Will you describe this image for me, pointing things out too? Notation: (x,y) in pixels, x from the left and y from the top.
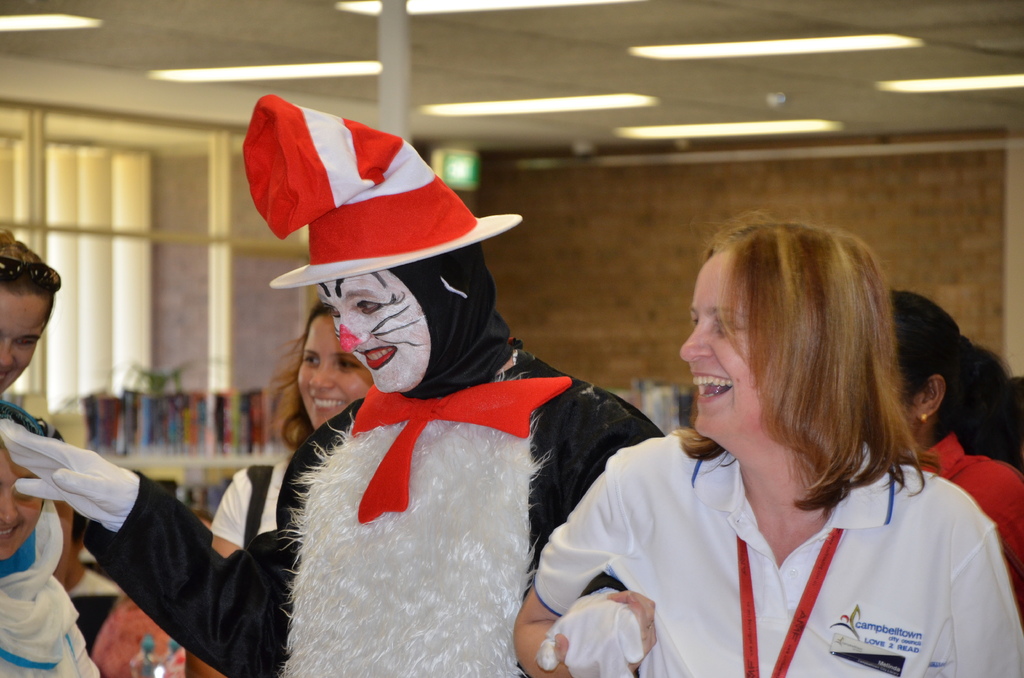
In this image we can see a group of people (439,478) standing. In that a man (490,434) is wearing a hat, gloves (118,489) and a costume (350,546). On the backside (159,287) we can see a wall (594,361), a pole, some books (201,435), windows (133,286) and a roof (164,102) with some ceiling lights (719,53).
